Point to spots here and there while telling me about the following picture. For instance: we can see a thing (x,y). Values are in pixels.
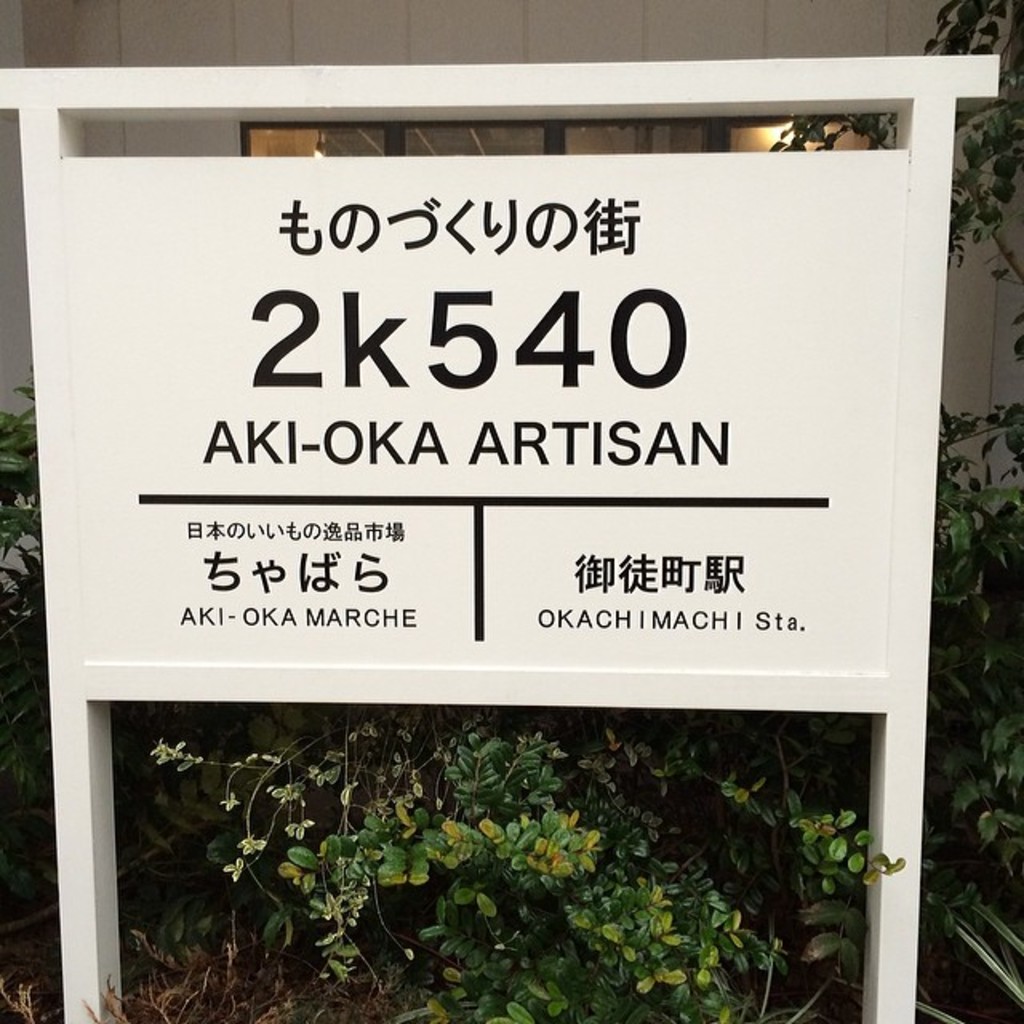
In this image we can see written text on the board (877,577), there are few trees (975,150), we can see the wall (468,38) and a glass window (656,151) in the background (921,38).
